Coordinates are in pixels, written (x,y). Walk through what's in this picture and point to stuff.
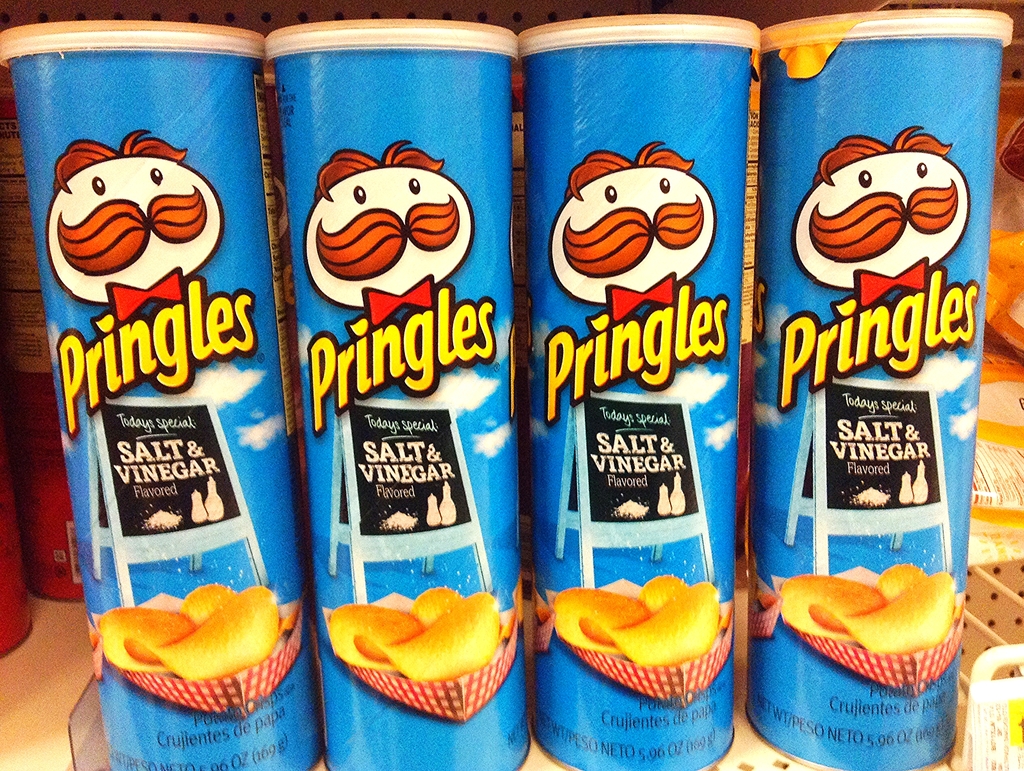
In the picture I can see the food stock boxes (59,467).
